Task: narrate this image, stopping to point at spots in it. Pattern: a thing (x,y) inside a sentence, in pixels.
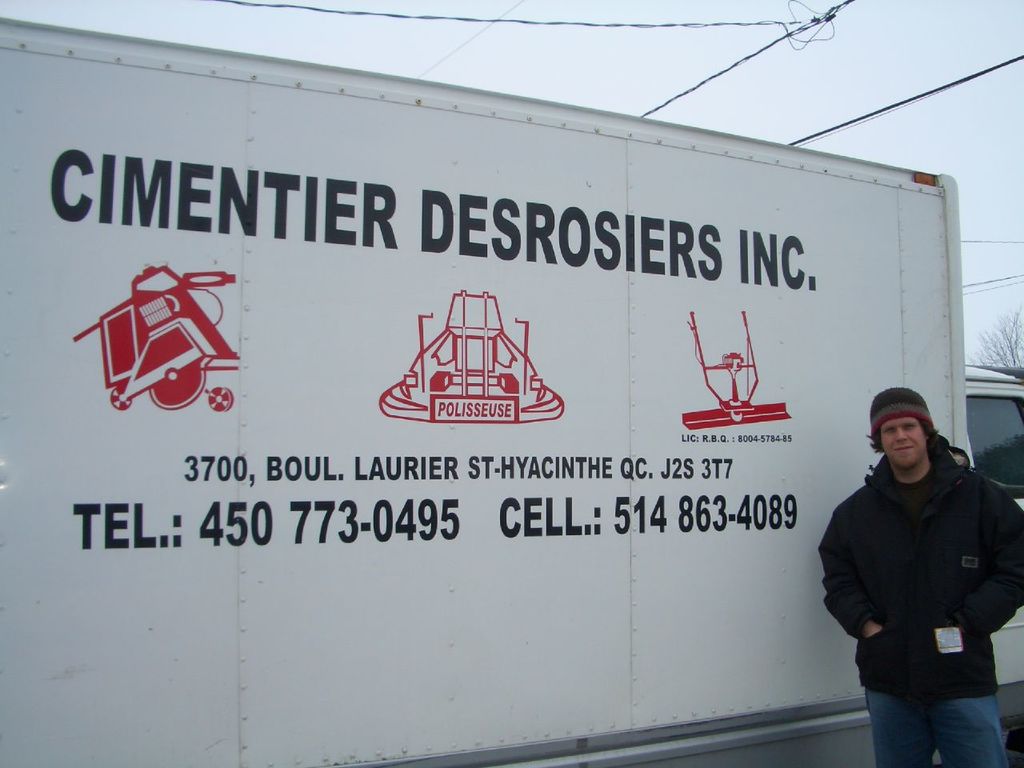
In this picture I can see the text (310,236) and the images (451,400) on a board (415,439) in the middle (620,461). On the right side (915,668) there is a man (967,604) wearing a coat (925,562), at the top (685,106) there is the sky (686,111).
